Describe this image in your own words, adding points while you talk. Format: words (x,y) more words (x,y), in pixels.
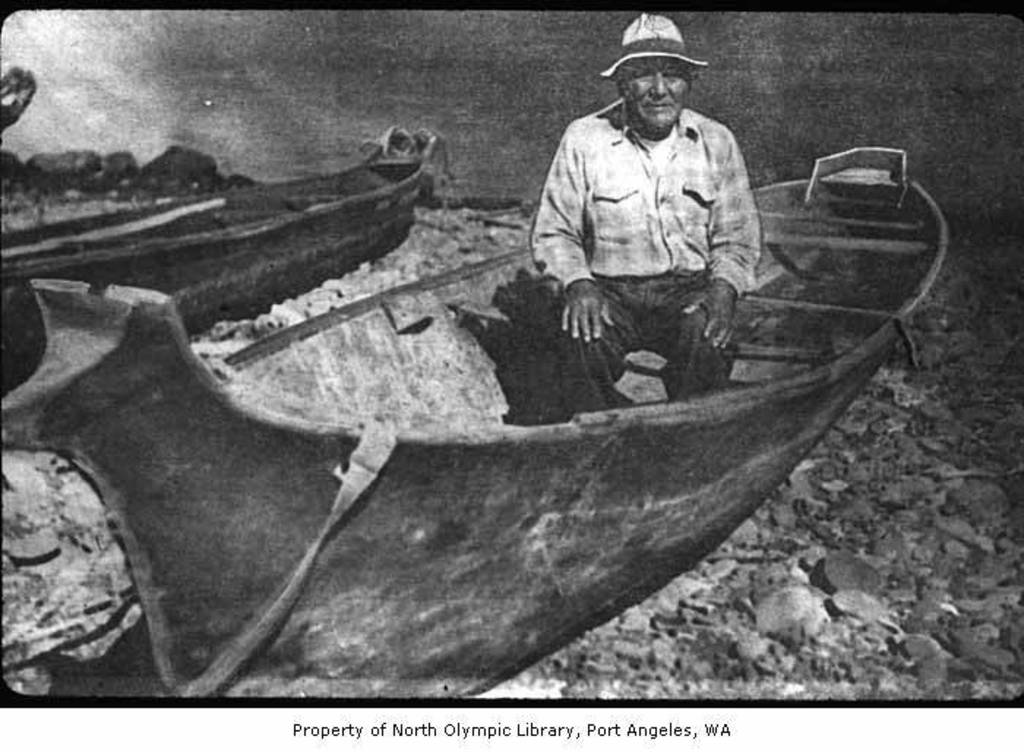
This is a black and white image. In the image on the ground (234,350) there are stones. And there is a man (663,90) with a hat (643,47) on his head (663,90) and he is sitting in the boat (342,321). On the left side of the image (328,195) there is another boat (327,179). At the bottom of the image (394,733) there is text (677,726).
